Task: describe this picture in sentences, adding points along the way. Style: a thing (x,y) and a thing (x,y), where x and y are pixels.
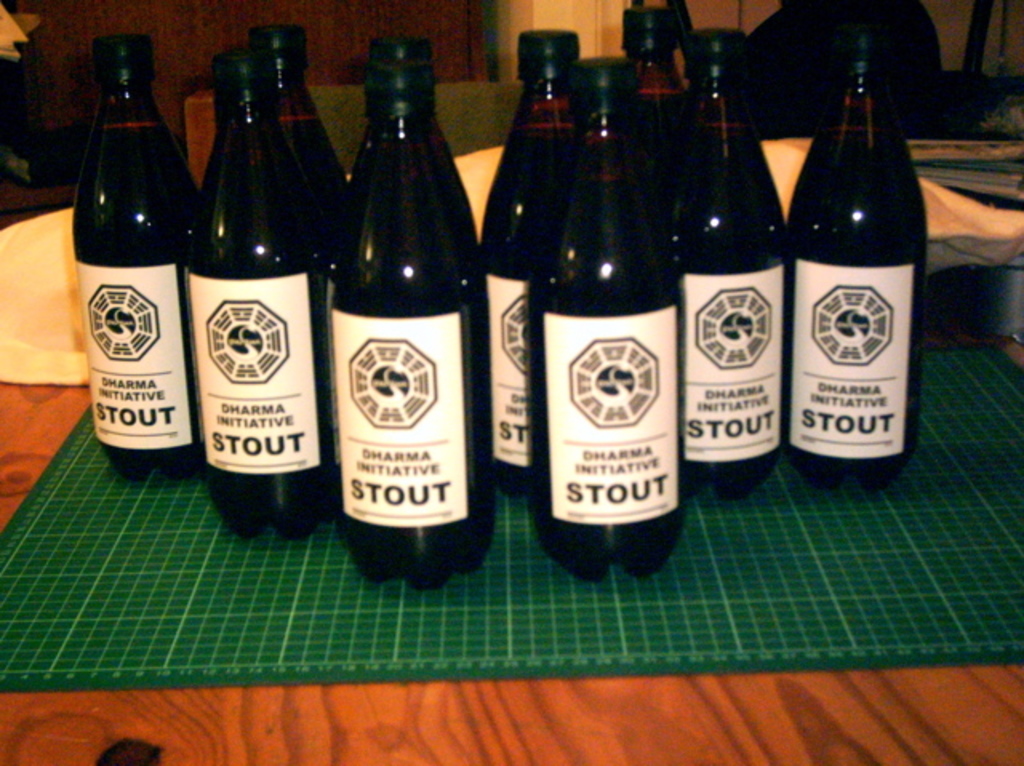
In this image there are bottles (615,571), wooden surface (408,714) and objects (29,289). Stickers (227,320) are on the bottles (650,329).
